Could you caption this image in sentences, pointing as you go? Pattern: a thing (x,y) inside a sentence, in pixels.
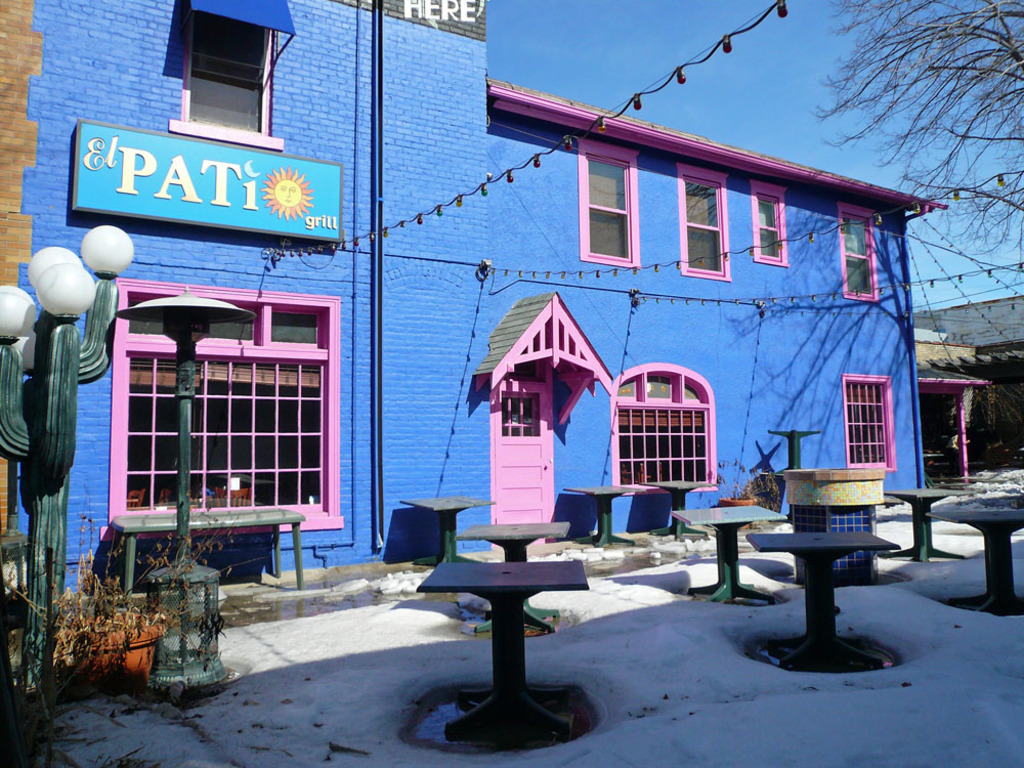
In the middle of the picture (439,511), we see tables (485,623) and benches (277,529). Beside that, we see a building (249,257) in blue and pink color. We even see pink door (504,431) and windows (266,415). On the left side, we see light poles (17,411). On the right side (956,307), we see a tree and a building (967,334) in white color. At the top of the picture (693,72), we see the sky (660,85) and the lights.
